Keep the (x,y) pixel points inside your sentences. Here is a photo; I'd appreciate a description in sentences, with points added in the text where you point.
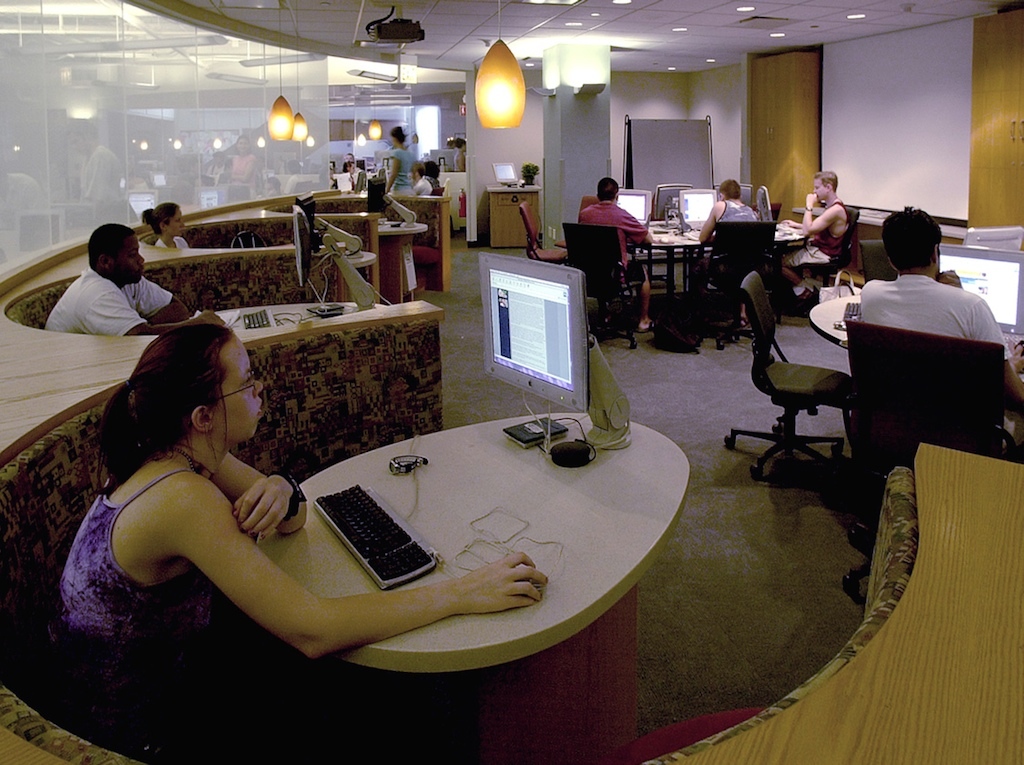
In this picture I can see few monitors (540,282), keyboards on the tables (512,533) and I can see a mouse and few people (213,417) sitting and working. I can see few lights (350,73) to the ceiling (777,44) and a woman (403,163) standing in the back (395,139).
